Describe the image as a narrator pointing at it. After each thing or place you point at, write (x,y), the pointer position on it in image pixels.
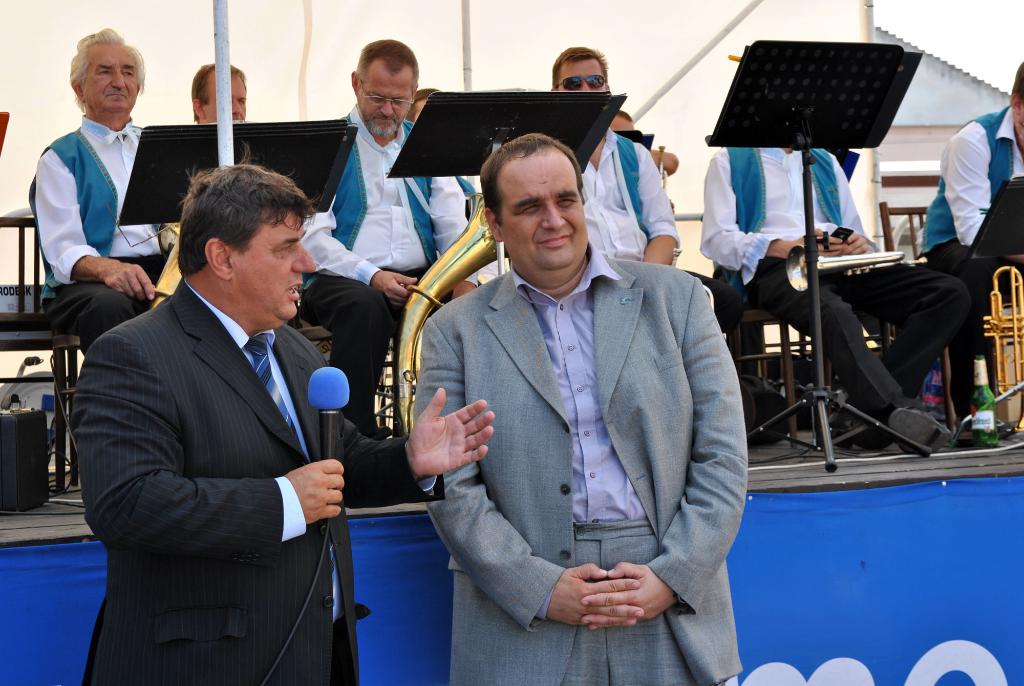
In this picture there is a person (256,314) with black suit (143,420) is standing and holding the microphone (333,387) and he is talking. There is a person (554,391) with grey suit (449,309) is standing. At the back (77,277) there are group of people (404,306) sitting on the chairs (60,397) and holding the musical instruments (435,304). There are objects (311,184) and devices (825,421) on the stage (871,463). At the back (964,104) there is a building (939,104). At the bottom (901,562) there is a hoarding (919,565) and there is a text (934,648) on the hoarding (896,634).
